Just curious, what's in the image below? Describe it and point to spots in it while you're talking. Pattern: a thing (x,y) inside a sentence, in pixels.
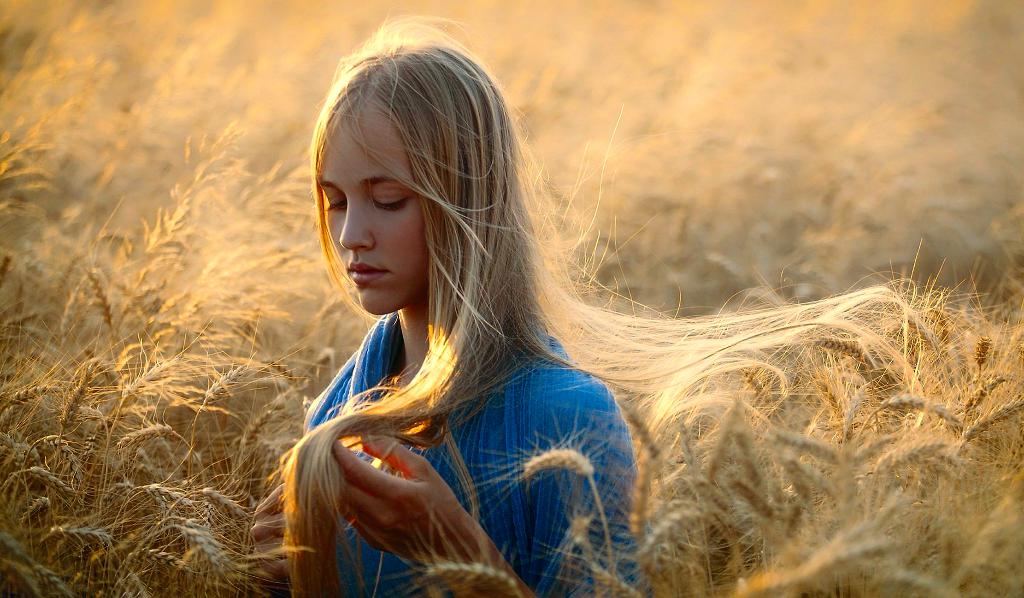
In this image I can see a woman (468,445) is standing in the front (518,390) and I can see she is wearing blue colour dress (474,416). On the both side of her I can see yellow colour plants (727,159).
